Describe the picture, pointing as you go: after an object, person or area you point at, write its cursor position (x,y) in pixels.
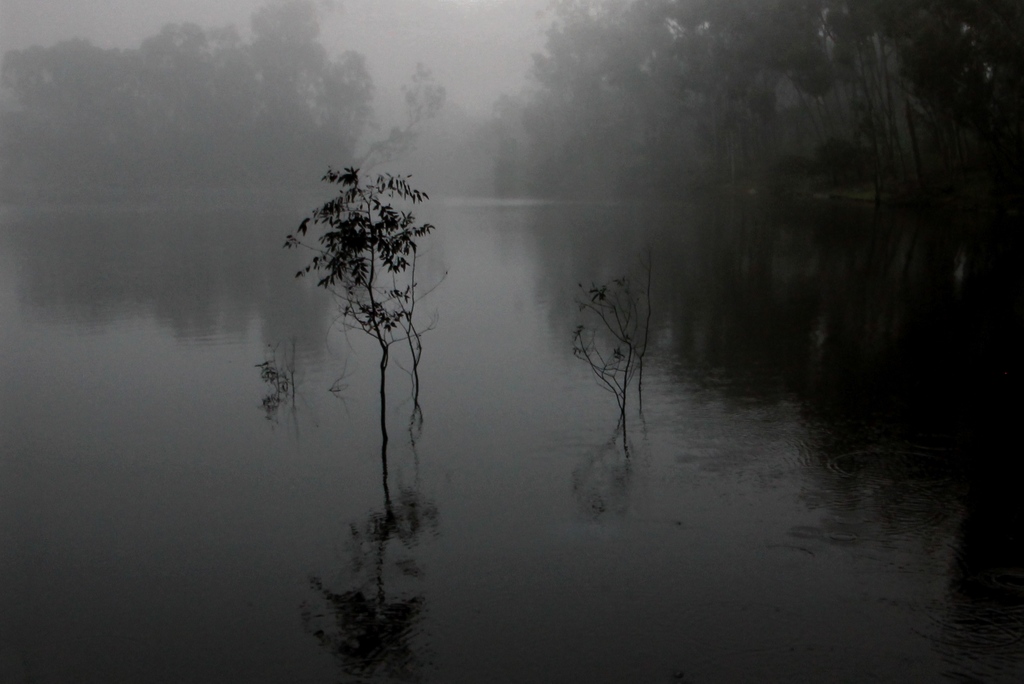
This picture shows water (744,431) and trees (624,134) and we see fog (371,39).
